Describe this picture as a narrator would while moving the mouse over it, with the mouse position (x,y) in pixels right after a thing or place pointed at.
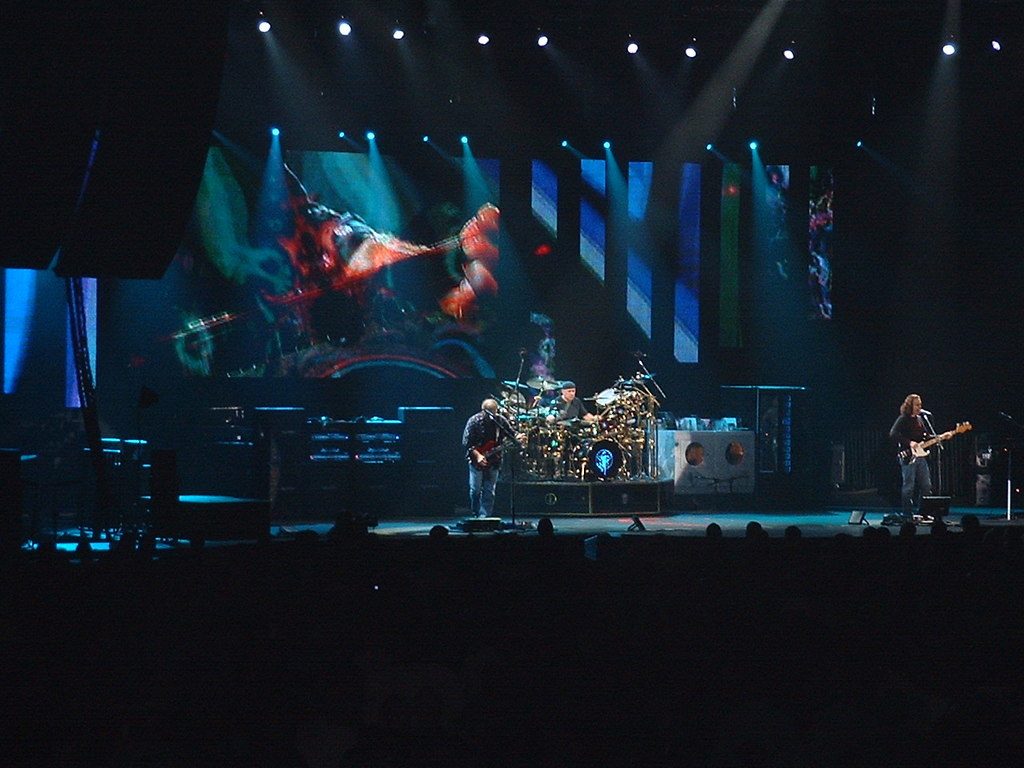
In this image we can see people (563,393) are playing musical instruments (543,450). Here we can see floor (732,516), lights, screen (307,356), and other objects (297,490). At the bottom of the image (428,598) it is dark.
